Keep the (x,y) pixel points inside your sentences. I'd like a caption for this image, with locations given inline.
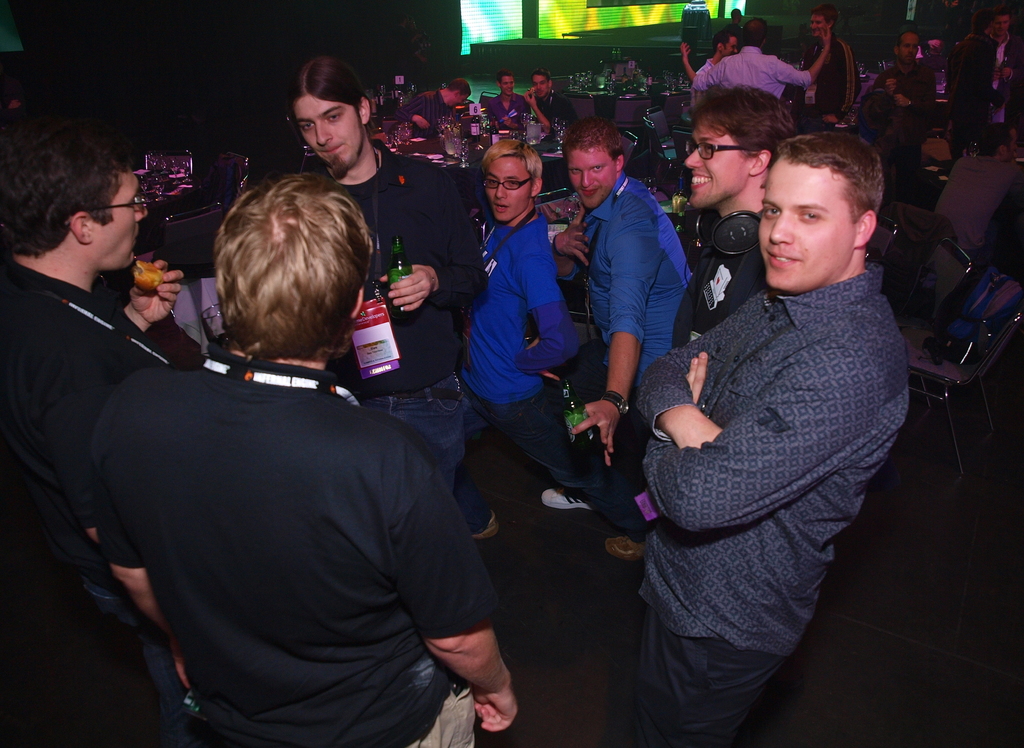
This picture seems to be clicked inside. In the foreground (509,150) we can see the group of persons (698,450) holding bottles of drinks (573,402) and some food items (144,272) and standing on the ground (891,512). On the right (808,325) there is a person (783,393) wearing shirt (748,440) and standing on the ground (598,670). In the background (908,34) we can see the group of persons (439,97) and many other objects (625,121).
